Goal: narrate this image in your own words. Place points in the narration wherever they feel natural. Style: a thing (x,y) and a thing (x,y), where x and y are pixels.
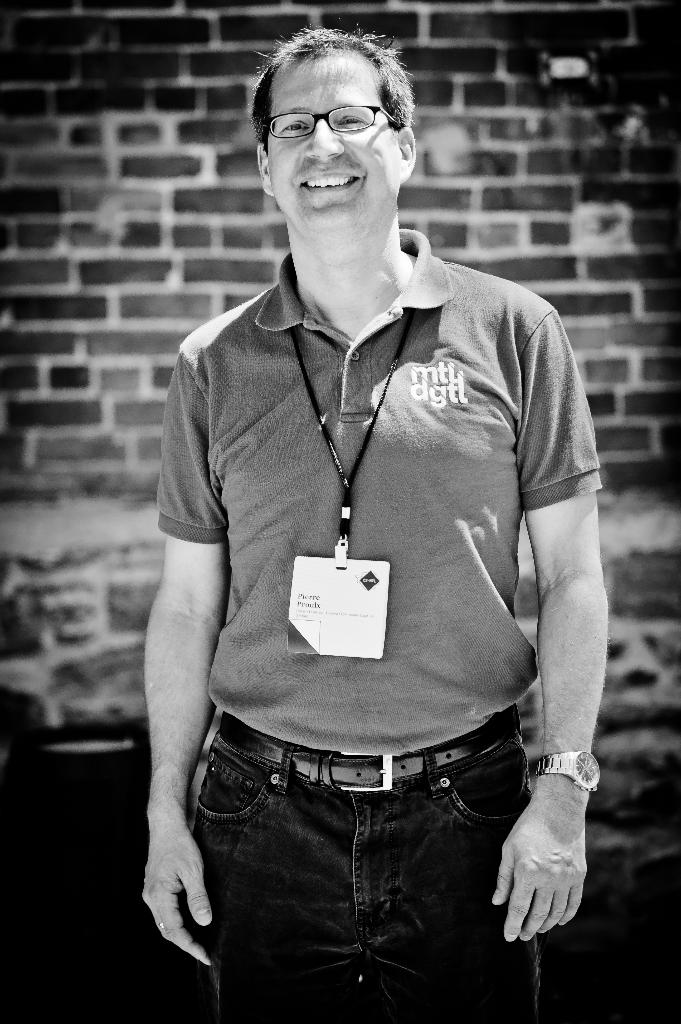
In this image I can see the black and white picture in which I can see a person (385,389) wearing spectacles (343,111) and wrist watch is standing. In the background (151,254) I can see the wall (193,180) which is made up of bricks (479,153).
